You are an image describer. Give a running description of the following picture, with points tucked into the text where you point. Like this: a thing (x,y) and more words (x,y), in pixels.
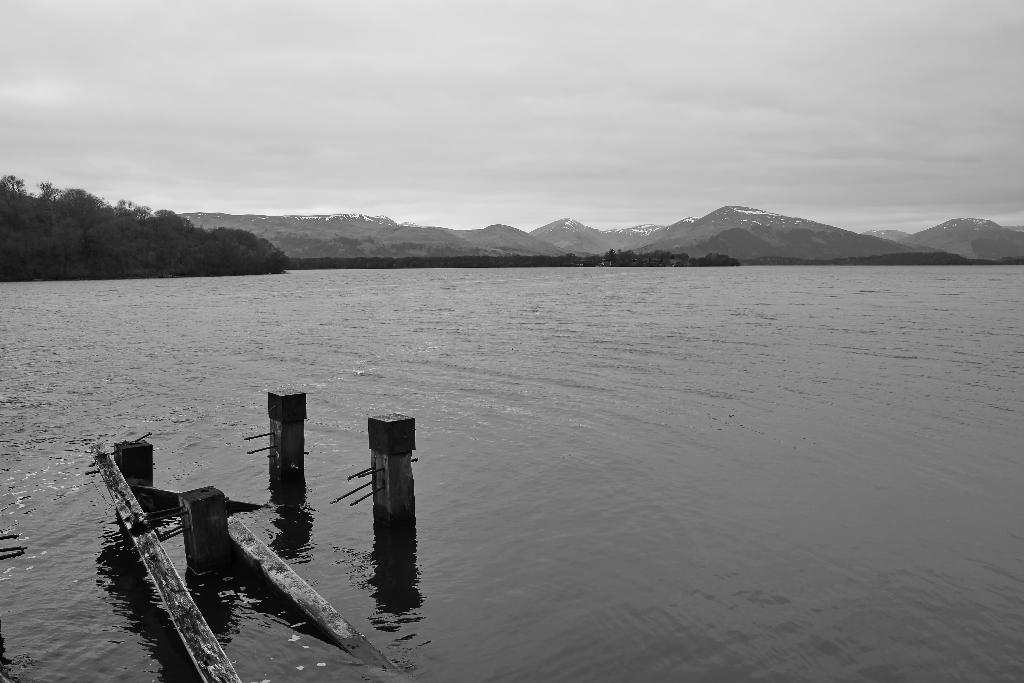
This is a black and white picture, we can see there are some trees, poles (291,470), mountains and the water (207,617), which looks like a river (611,399), in the background (546,119) we can see the sky (660,119).
